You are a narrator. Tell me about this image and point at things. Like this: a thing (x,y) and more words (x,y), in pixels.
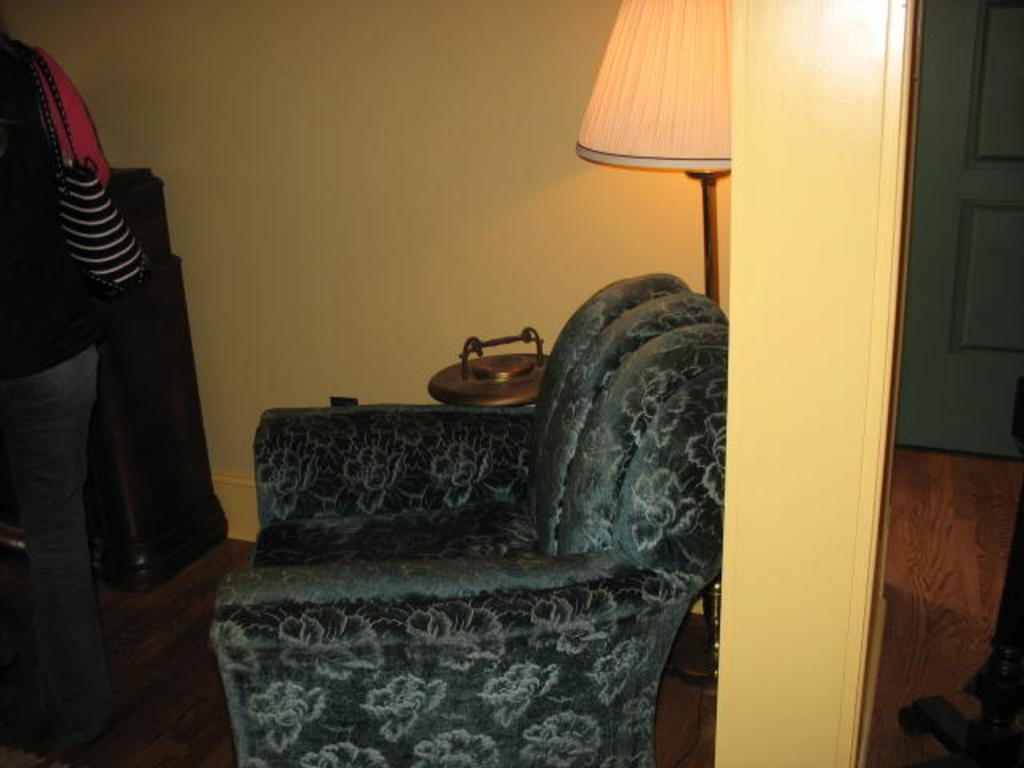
In the center of the image (492,454) a couch (512,475) and a lamp (678,144) are present. On the left side of the image (88,267) a lady (41,331) is standing and wearing a bag (77,226). On the right side of the image (978,341) there is a door (925,227). At the bottom of the image (186,708) floor (197,712) is present. At the top of the image (463,89) wall (523,91) is there.
